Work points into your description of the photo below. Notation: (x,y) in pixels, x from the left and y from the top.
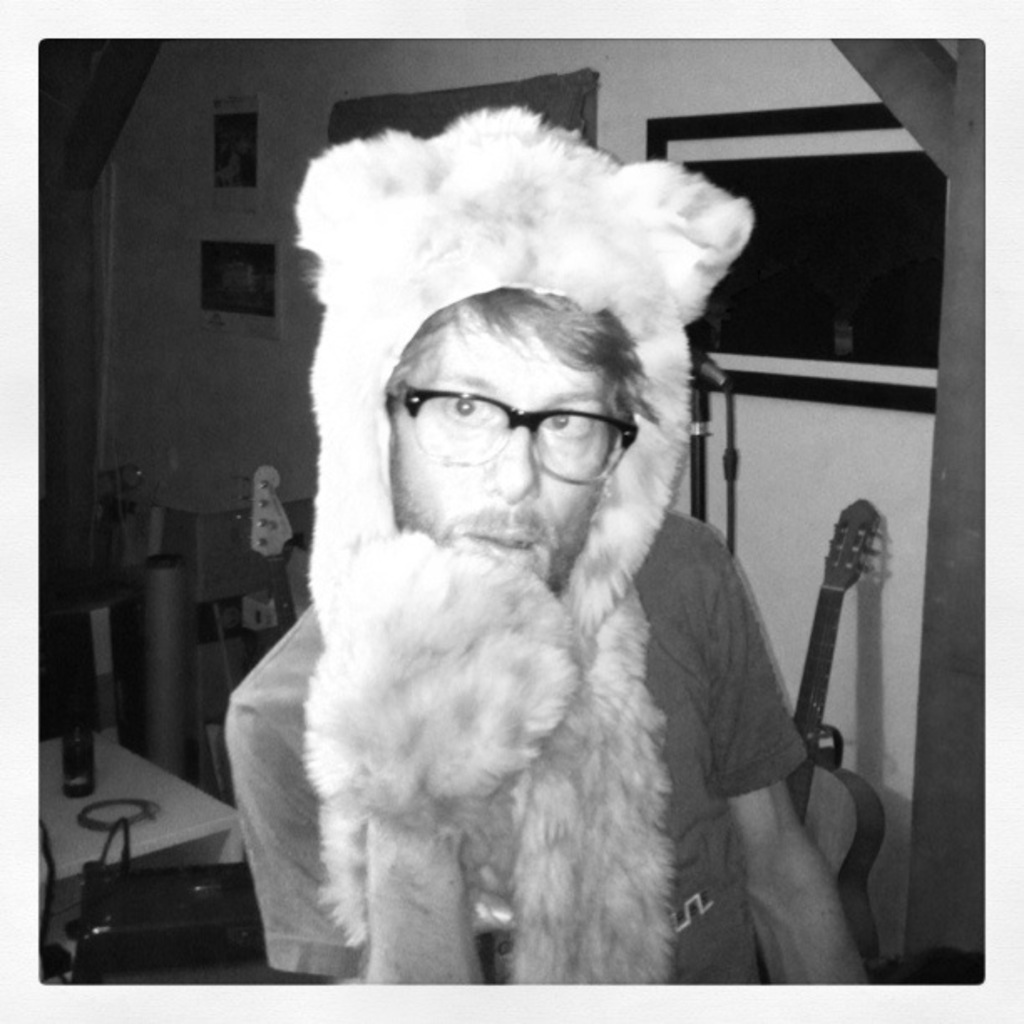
In this picture we can see man (544,947) wore mask (366,339), spectacle (433,403) and in background (154,785) we can see bottle (85,794), bag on table (116,847), wall (171,365) with frames (248,287), guitar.
